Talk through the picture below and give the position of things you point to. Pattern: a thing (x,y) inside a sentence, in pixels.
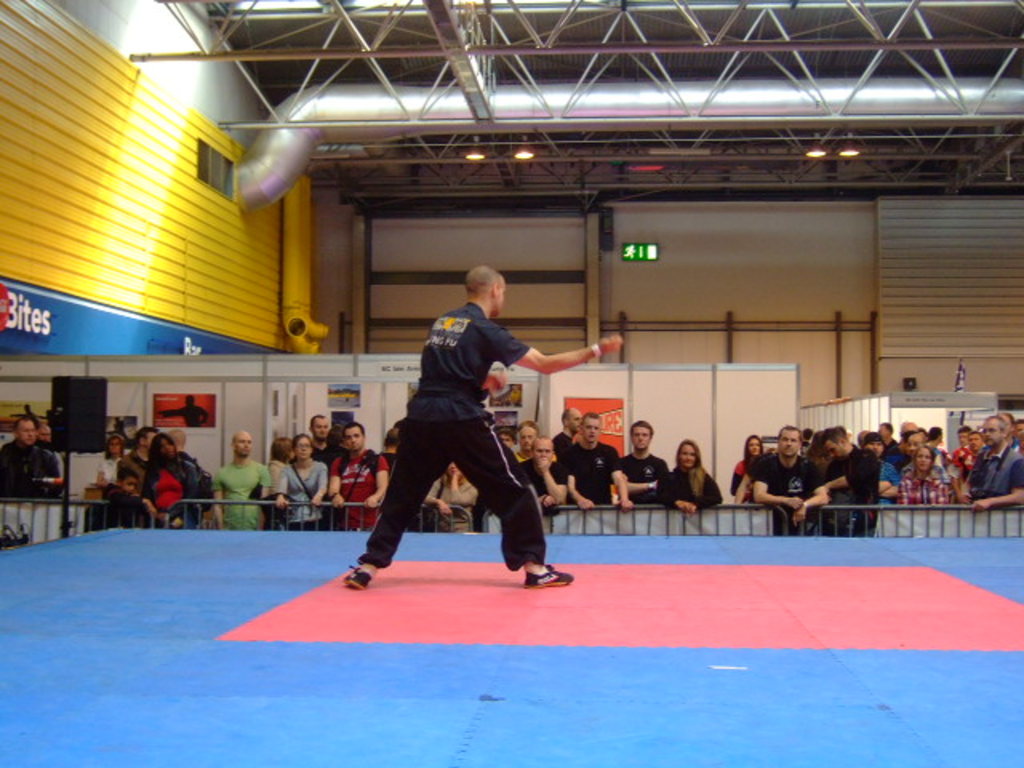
In the image we can see there is a person (426,480) standing on the stage (442,565) and there are spectators (640,439) watching the person (400,480) on the stage (25,559).
